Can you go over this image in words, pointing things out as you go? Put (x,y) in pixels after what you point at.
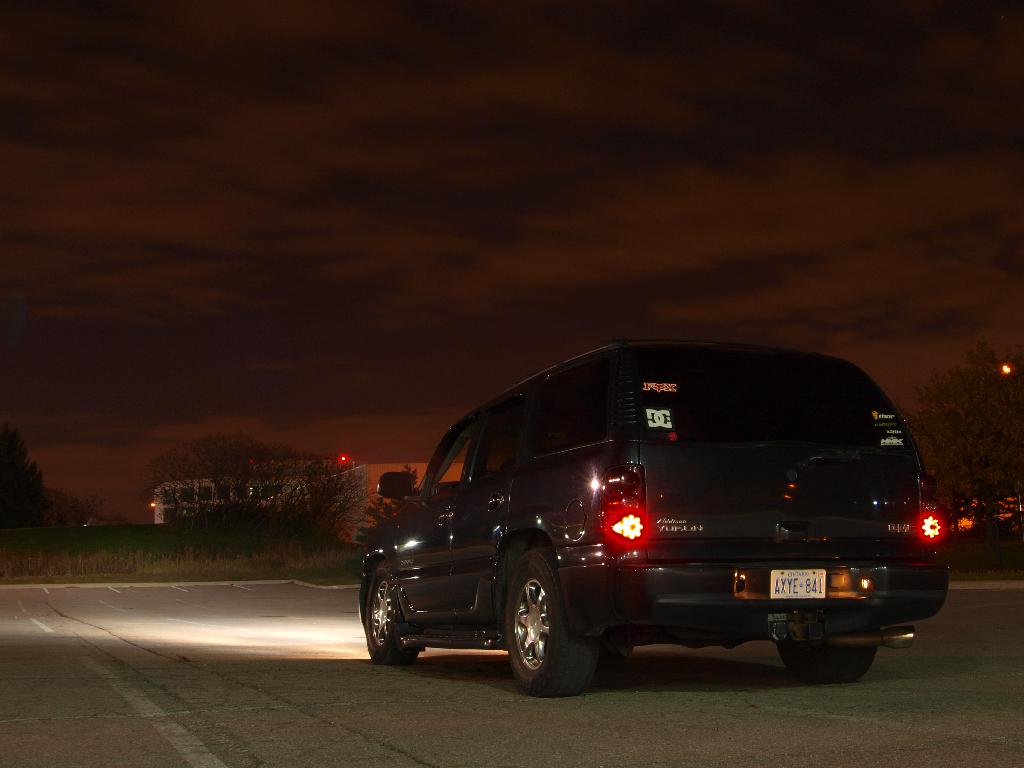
In this picture there is a vehicle (600,501) on the road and there is a greenery ground (274,550) in front of it and there is a tree (986,435) in the right corner (1006,426) and there are few trees (310,487) and a building (416,475) in the background (245,507).
